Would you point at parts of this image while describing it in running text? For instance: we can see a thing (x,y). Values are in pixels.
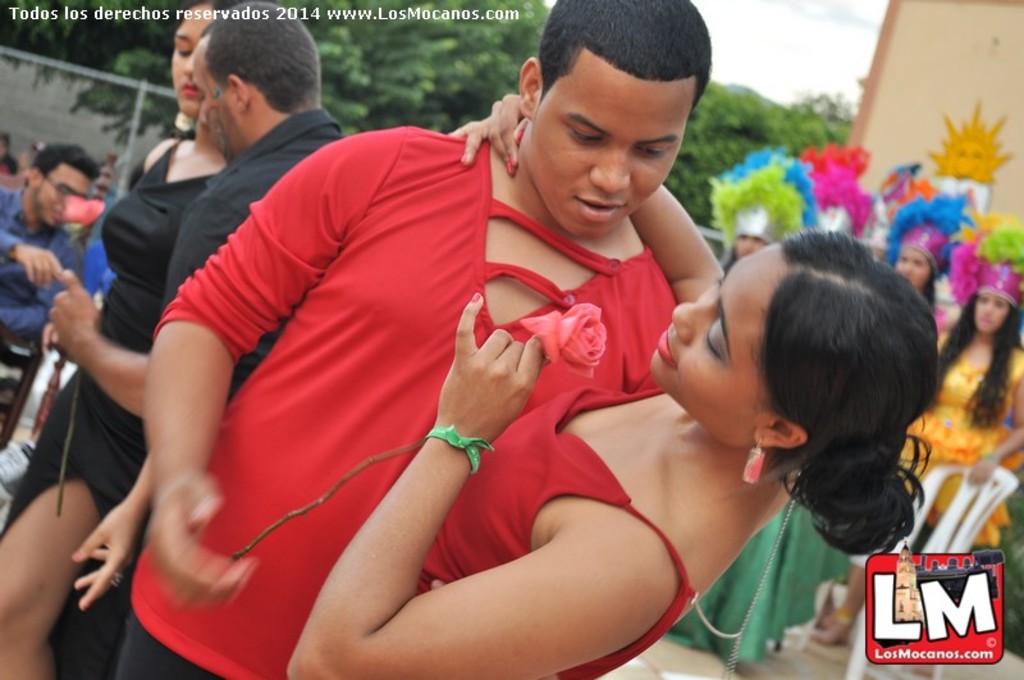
In this image we can see people (288,370) standing on the road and some of them are wearing costumes (762,614). In the background (698,154) there are sky (766,85) with clouds (764,50), trees (814,143) and a building (865,94).
